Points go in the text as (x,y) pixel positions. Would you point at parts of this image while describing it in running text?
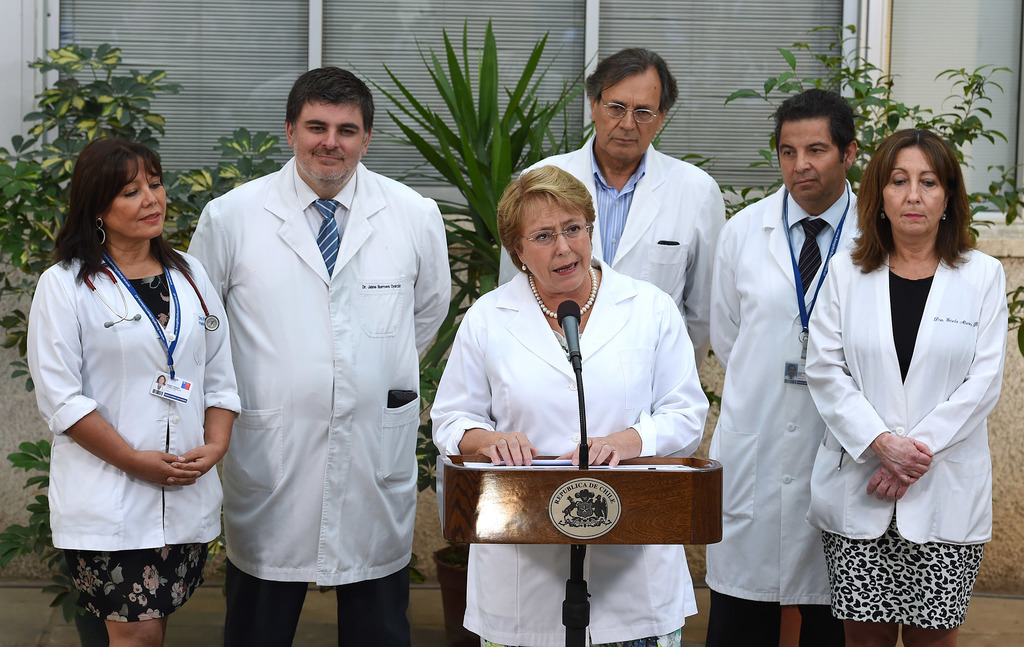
In this picture I can see there are a group of people (501,404) standing and they are wearing aprons (261,451) and one of them is speaking and in the backdrop (679,27) there are plants (7,319), windows (449,113) and there is a wall (1022,586).
